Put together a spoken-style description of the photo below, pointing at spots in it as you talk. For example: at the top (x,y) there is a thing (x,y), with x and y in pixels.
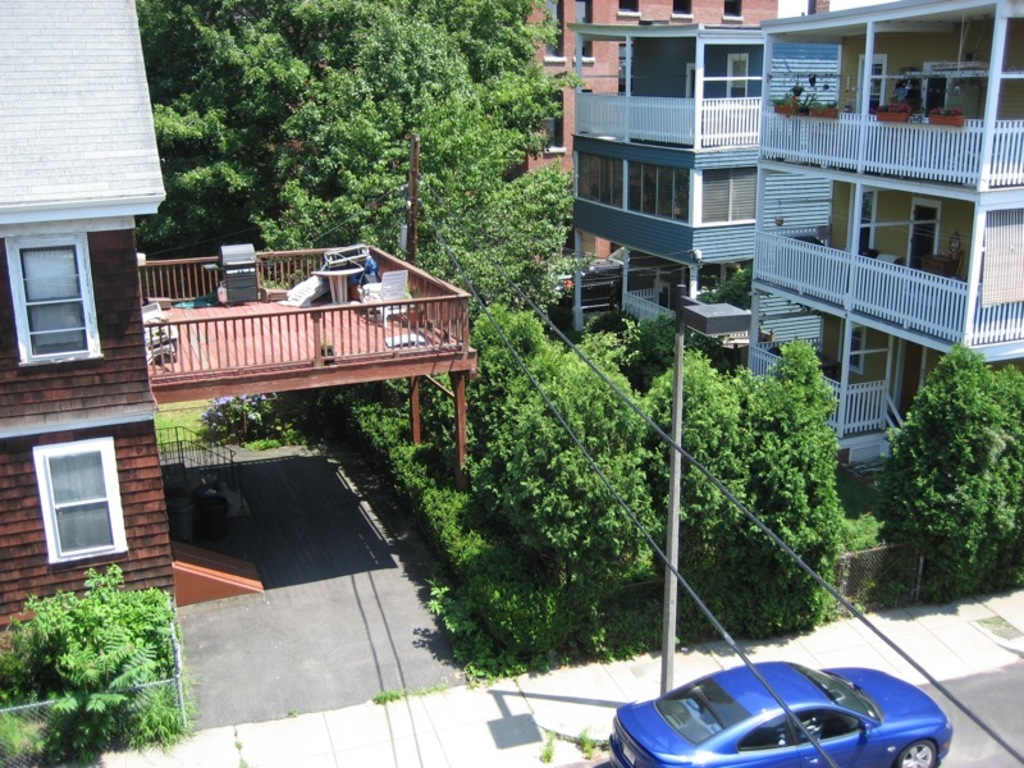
In this image, we can see buildings (701,27), trees (532,120), railings (269,323), fences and there is a vehicle (664,706) on the road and we can see a pole (415,200) along with wires (836,593).
